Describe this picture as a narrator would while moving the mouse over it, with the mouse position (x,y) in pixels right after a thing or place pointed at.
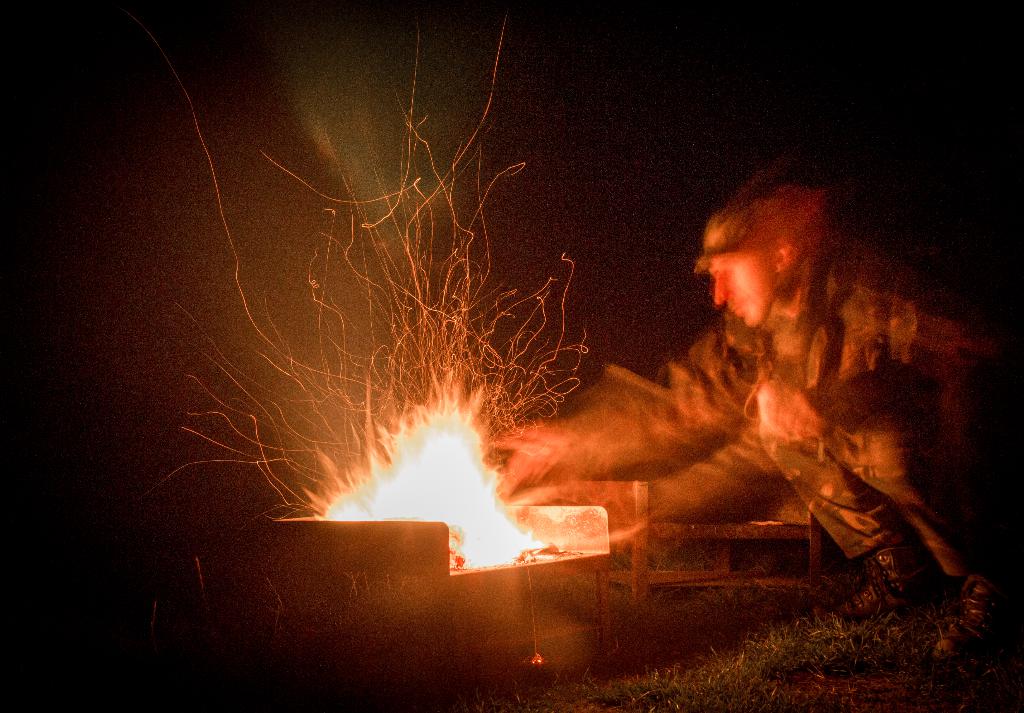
In the picture we can see a person (980,603) sitting on the knees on the grass surface (1013,609) and he is with an army uniform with a cap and he is making a fire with twigs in the night.
